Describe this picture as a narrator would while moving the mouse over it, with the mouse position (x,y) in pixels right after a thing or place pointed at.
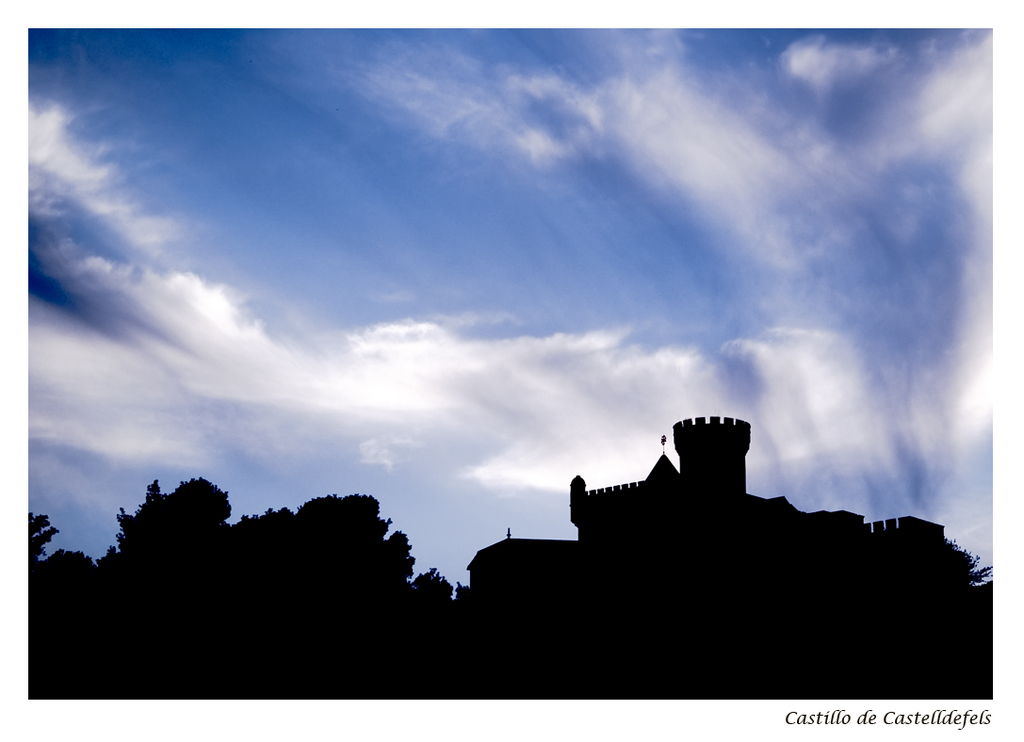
In this picture we can see a fort (624,497), few trees (235,529) and clouds (530,337), at the bottom (879,718) we can see a watermark (893,718).
